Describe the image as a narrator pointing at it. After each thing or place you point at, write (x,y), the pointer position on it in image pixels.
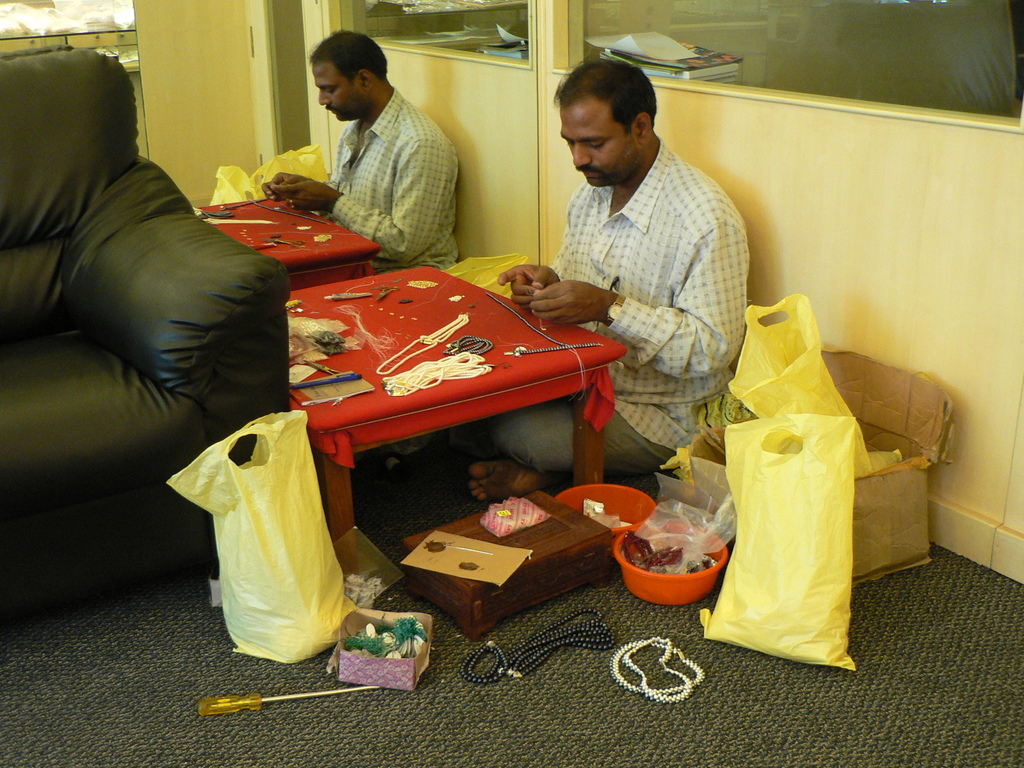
In this image I can see a man (541,266) is sitting on a floor (443,691). I can also see few carry bags (301,571), a table (429,396), a sofa (179,330) and a mirror (364,124). Here I can see few tools (353,691).
